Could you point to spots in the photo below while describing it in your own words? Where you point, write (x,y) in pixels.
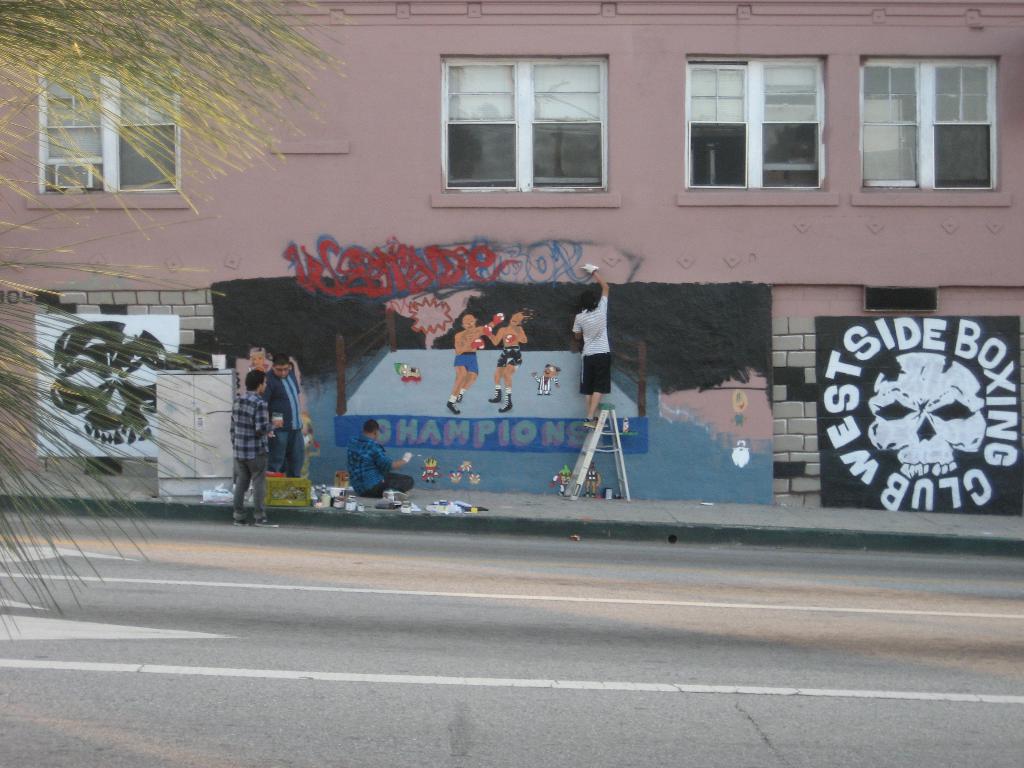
In this image we can see a road (770,705). On the left side (150,17) there are leaves (150,17). In the background (317,113) there is a building (431,115) with windows (709,134). On the wall (242,268) of the building (229,275) there are paintings (566,345). Also there are few people (262,417) on the sidewalk (629,497). There is a person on the ladder (615,468) and he is painting on the wall (530,347).
